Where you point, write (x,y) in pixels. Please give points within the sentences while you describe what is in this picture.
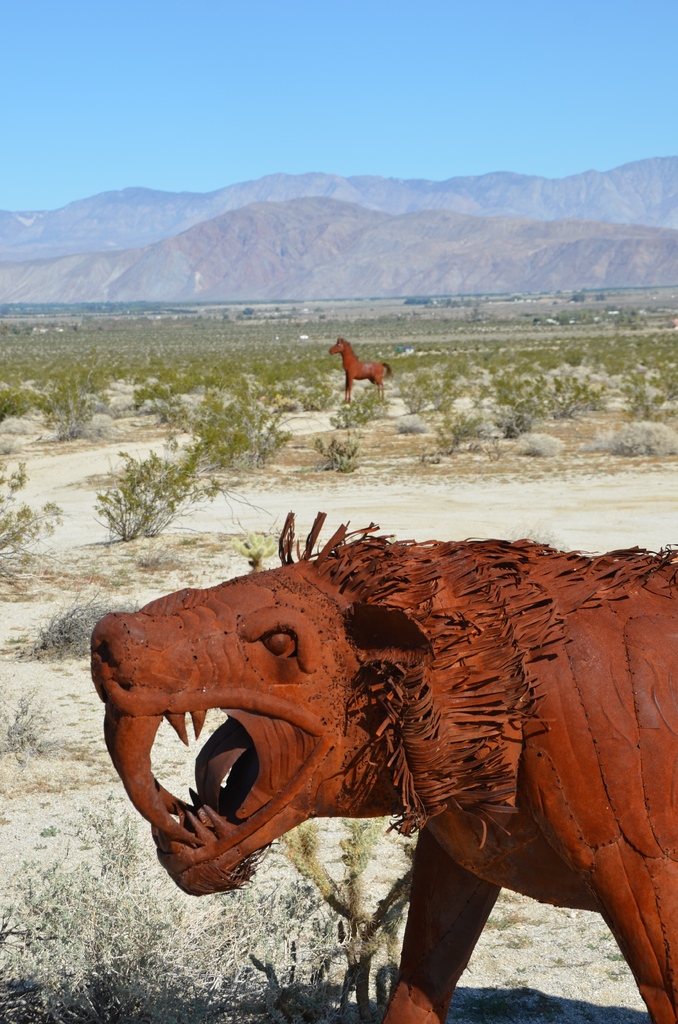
In this picture I can see statues of two animals (381,369), and there are plants (324,327), trees (68,310), hills (303,240), and in the background (435,152) there is sky (384,35).
